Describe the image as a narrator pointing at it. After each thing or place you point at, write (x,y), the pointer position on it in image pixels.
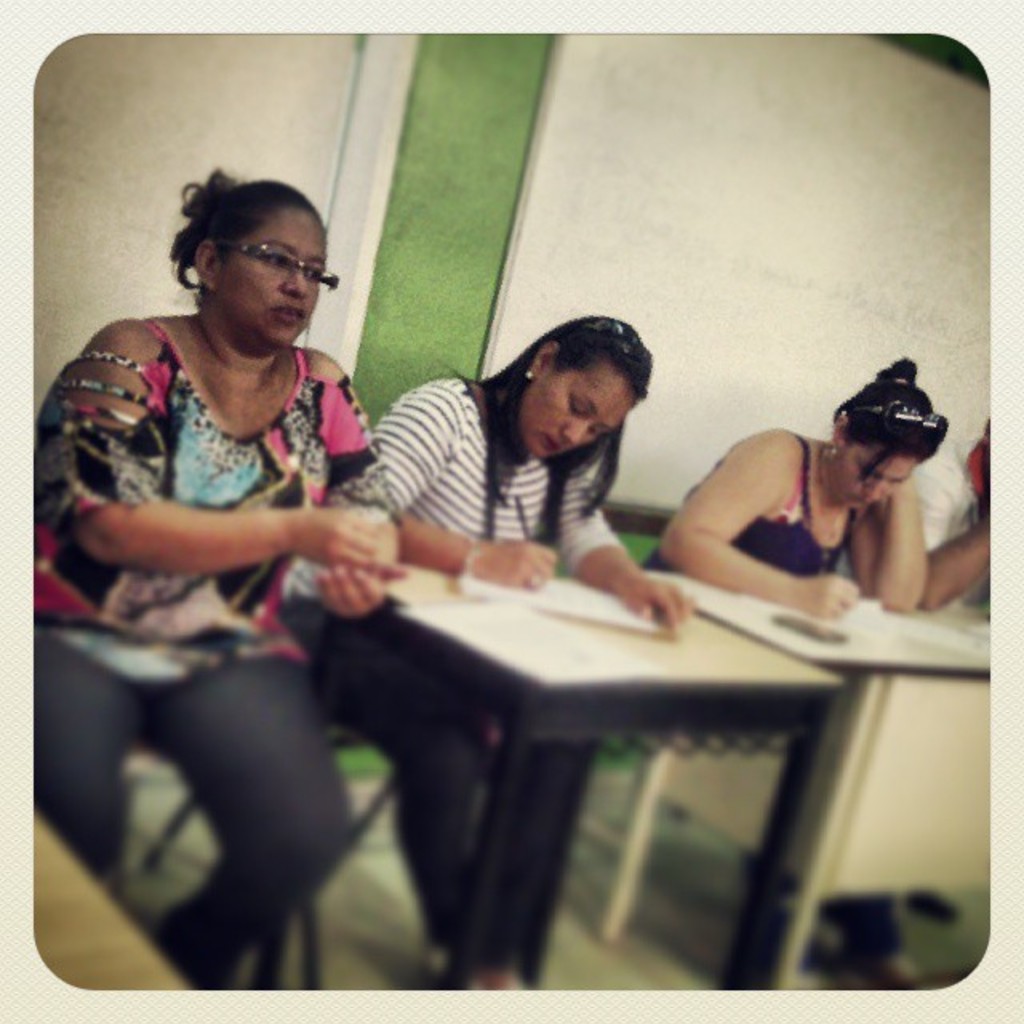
In this picture there are four people (504,470) sitting on chairs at the table (921,646). Two women (698,507) in the center (587,507) are writing in the book (588,594). There is a mobile phone (828,634), book (620,613) and papers (592,666) on the table (579,676). The picture has a border (20,632). In the background (62,227) there is wall (403,136).
